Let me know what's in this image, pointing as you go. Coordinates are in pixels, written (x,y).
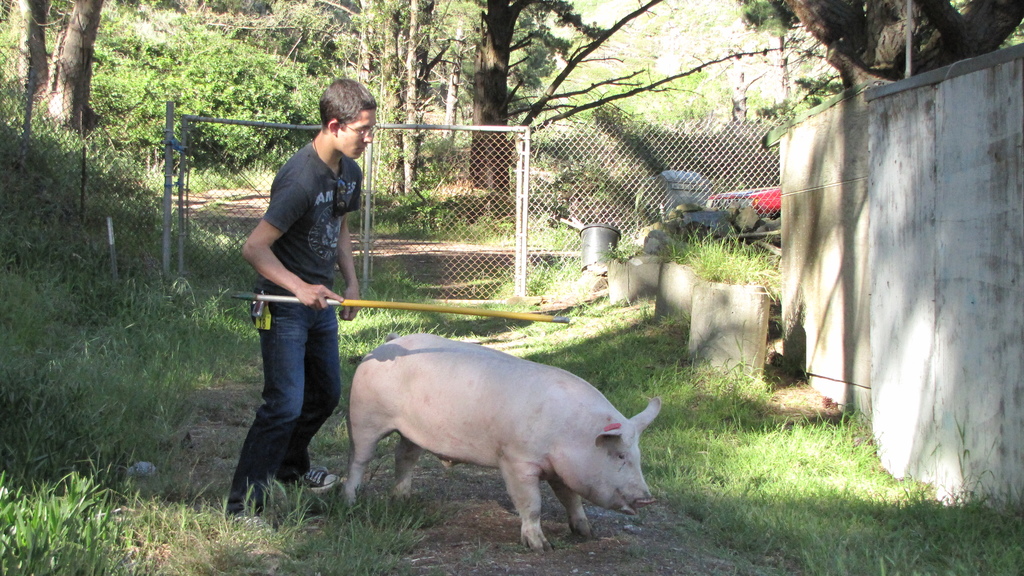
In the background (770,74) we can see trees (838,60) and fence (652,208). In this picture we can see poles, objects (669,175), plants (2,187) and grass (730,420). We can see a man (331,90) wearing spectacles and he is holding an object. We can see a pig (372,420). On the right side of the picture (885,249) we can see the wall (796,220).
